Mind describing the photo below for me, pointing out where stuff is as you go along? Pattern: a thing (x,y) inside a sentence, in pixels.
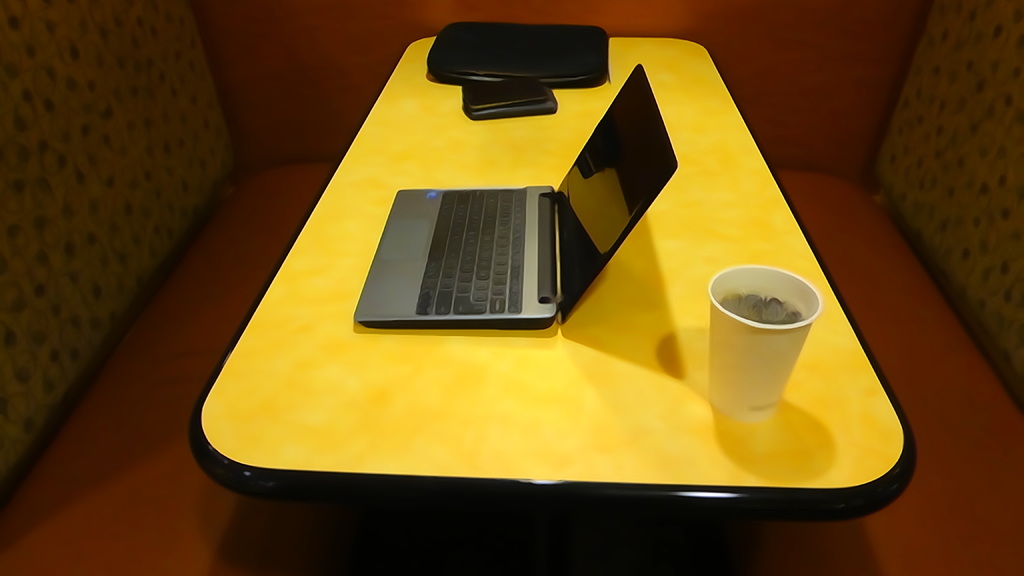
In this image I can see a table (680,342) and on this table (680,327) I can see a glass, a laptop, a phone (530,100) and a laptop cover (434,70).
